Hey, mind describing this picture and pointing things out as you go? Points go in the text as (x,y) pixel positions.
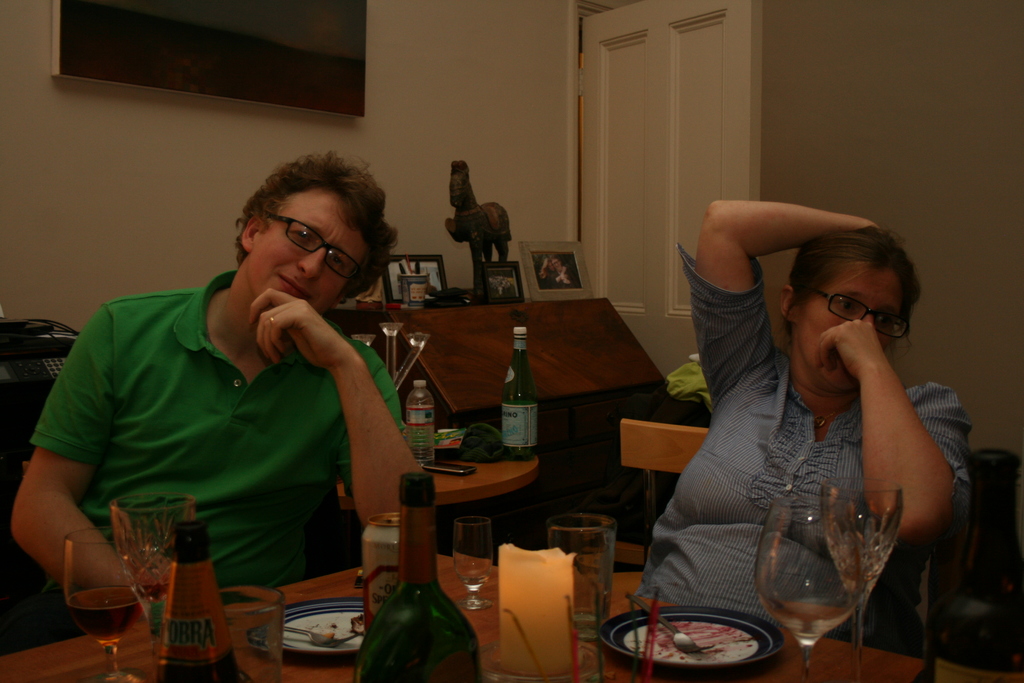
On the background (289,57) we can see frame (289,57) over a wall (459,95). This is a door (698,126). Here we can see frames (520,277), pens (411,272) in a mug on the table (536,302) and also we can see bottles (457,622), plate (715,646), fork (695,643), spoons (695,643), drinking glasses (131,582) on the table (476,600). We can see a woman (804,391) and a man (316,311) wearing spectacles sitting on chairs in front of a table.
